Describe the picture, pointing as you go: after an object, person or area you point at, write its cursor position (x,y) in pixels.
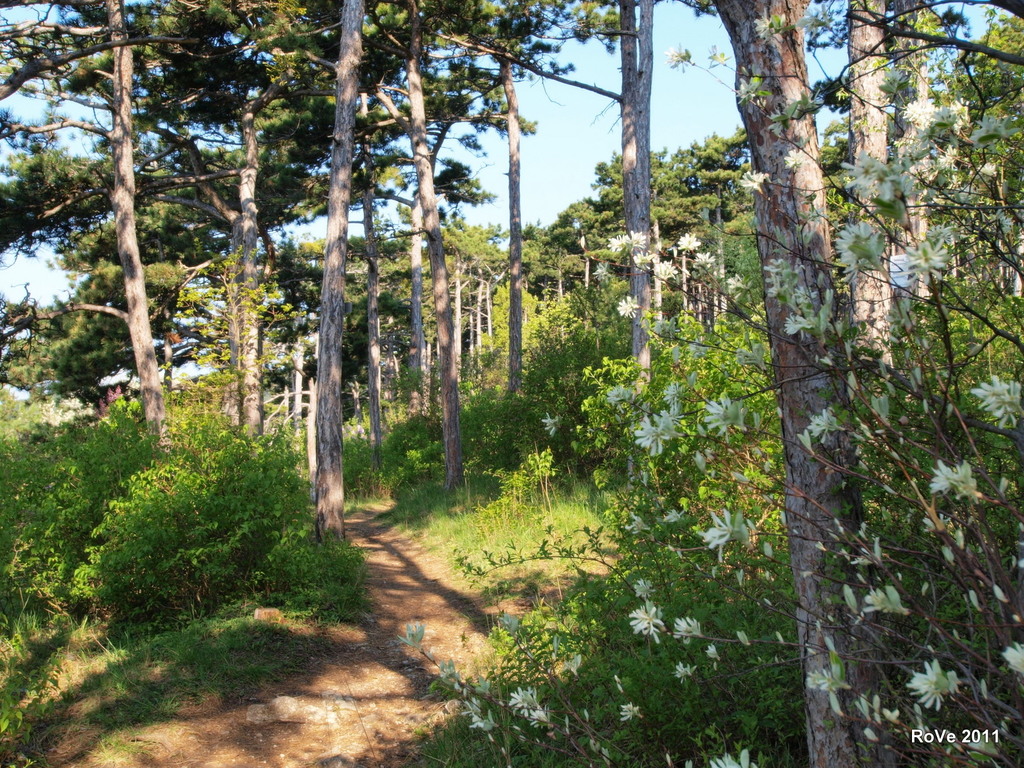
In the picture we can see a grass surface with plants (296,571) and flowers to it which are white in color and in the middle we can see a pathway (439,641) and in the background (27,127) we can see trees (35,369) and above it we can see a sky (530,190).
